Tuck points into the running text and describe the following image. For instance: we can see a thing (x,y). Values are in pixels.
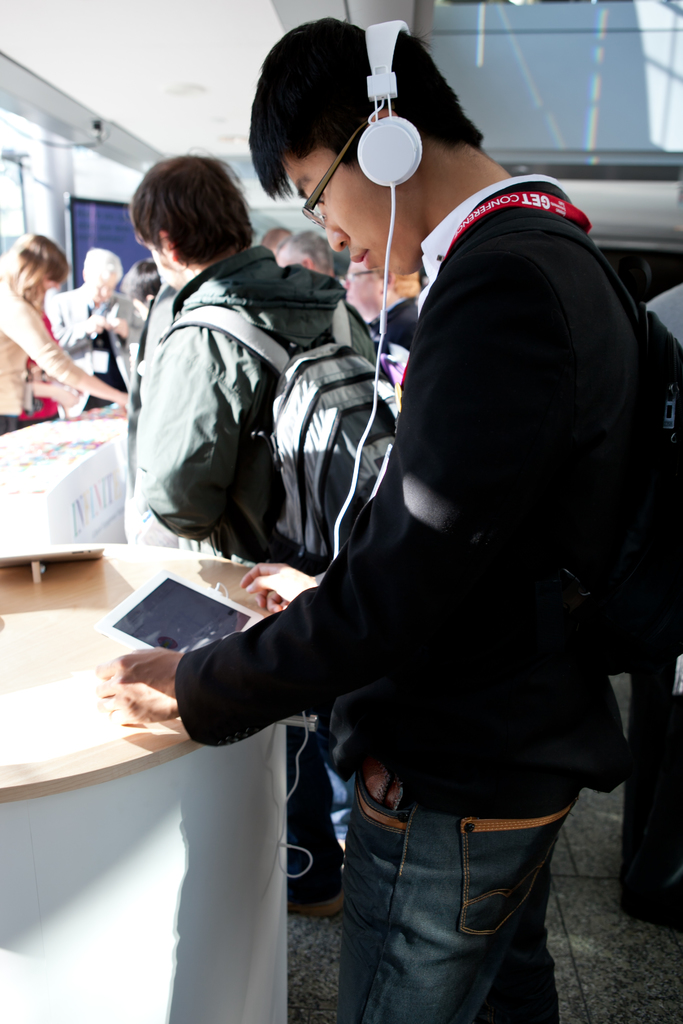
In this image i can see a person (517,684) standing wearing a black shirt (509,518), blue jeans (428,982) and glasses (315,217). He is touching a electronic gadget (225,627) on the table (202,565). In the background (239,380) i can see few people (193,466) standing, and the ceiling (185,82) of the building (141,82).
